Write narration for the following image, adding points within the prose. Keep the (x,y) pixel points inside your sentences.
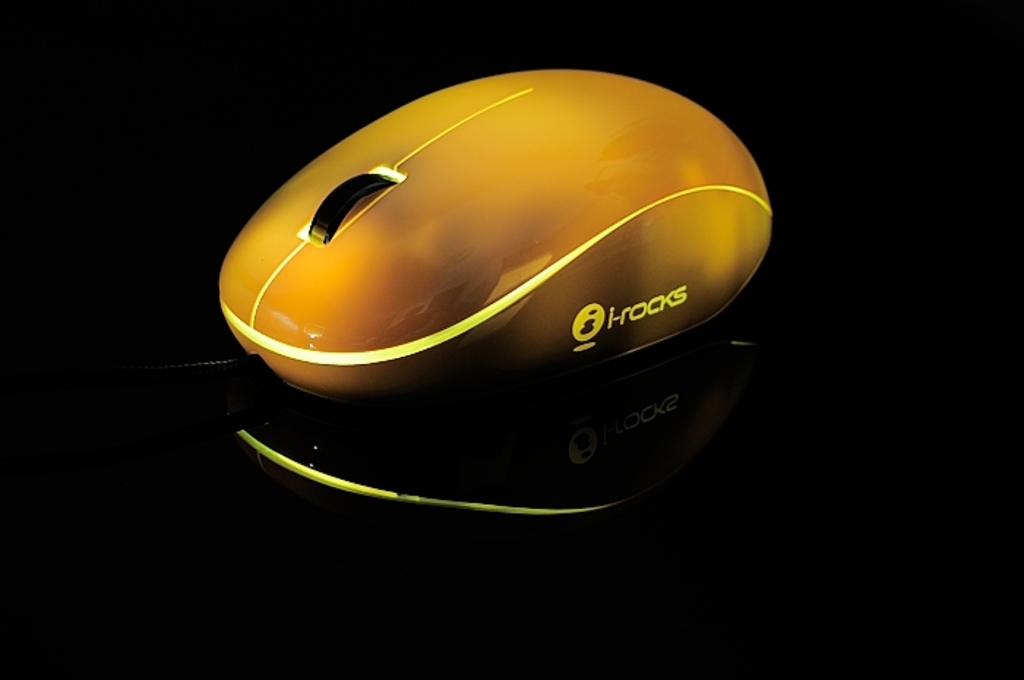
In the center of the image (470,231) there is a yellow color mouse (396,344) on the black color surface (451,493).
